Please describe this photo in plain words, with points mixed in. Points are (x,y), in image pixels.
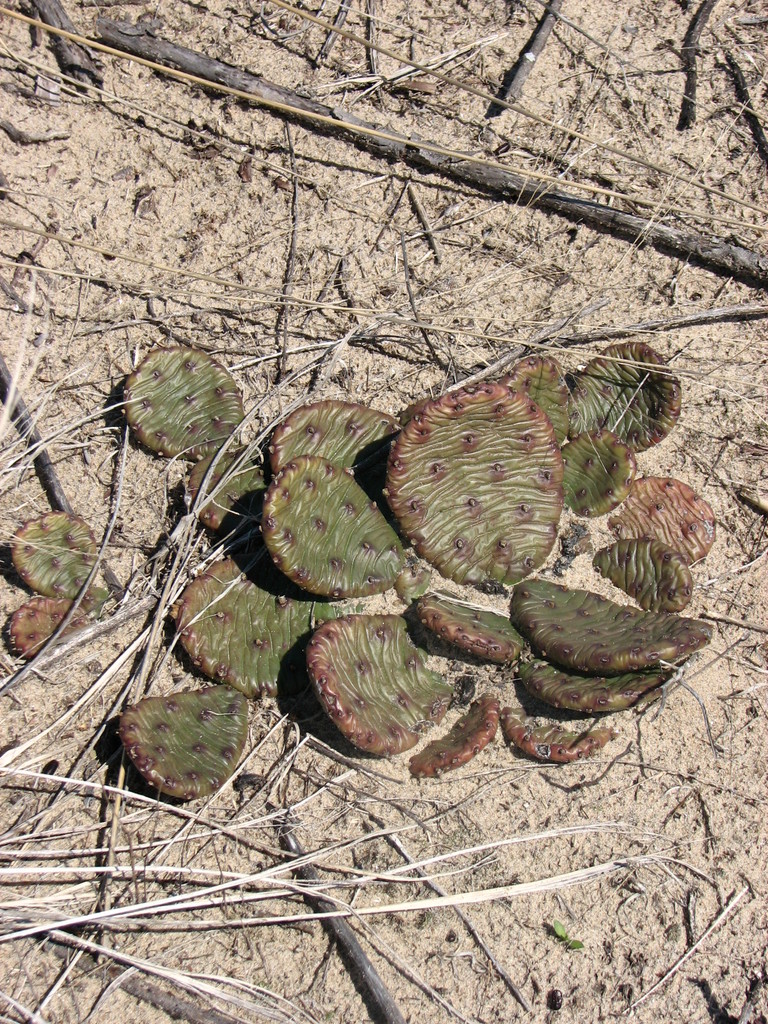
There are some pieces of a dry cactus (256,586) on the ground (232,362) as we can see in the middle of this image (367,607).
